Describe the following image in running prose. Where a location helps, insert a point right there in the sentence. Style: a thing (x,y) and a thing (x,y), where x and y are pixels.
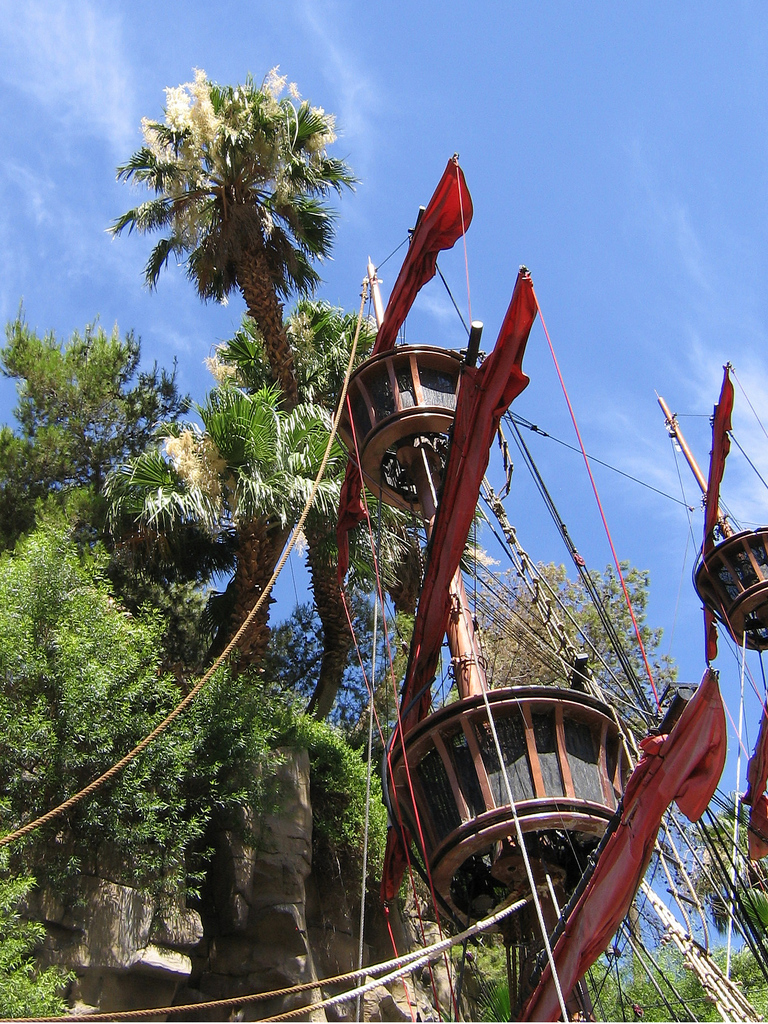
In this image I can see the pirate ship (494,857) which is in red color. I can see some ropes (540,917) to it. In the background (347,579) I can see many trees (271,282), clouds (35,80) and the blue sky (62,327).
